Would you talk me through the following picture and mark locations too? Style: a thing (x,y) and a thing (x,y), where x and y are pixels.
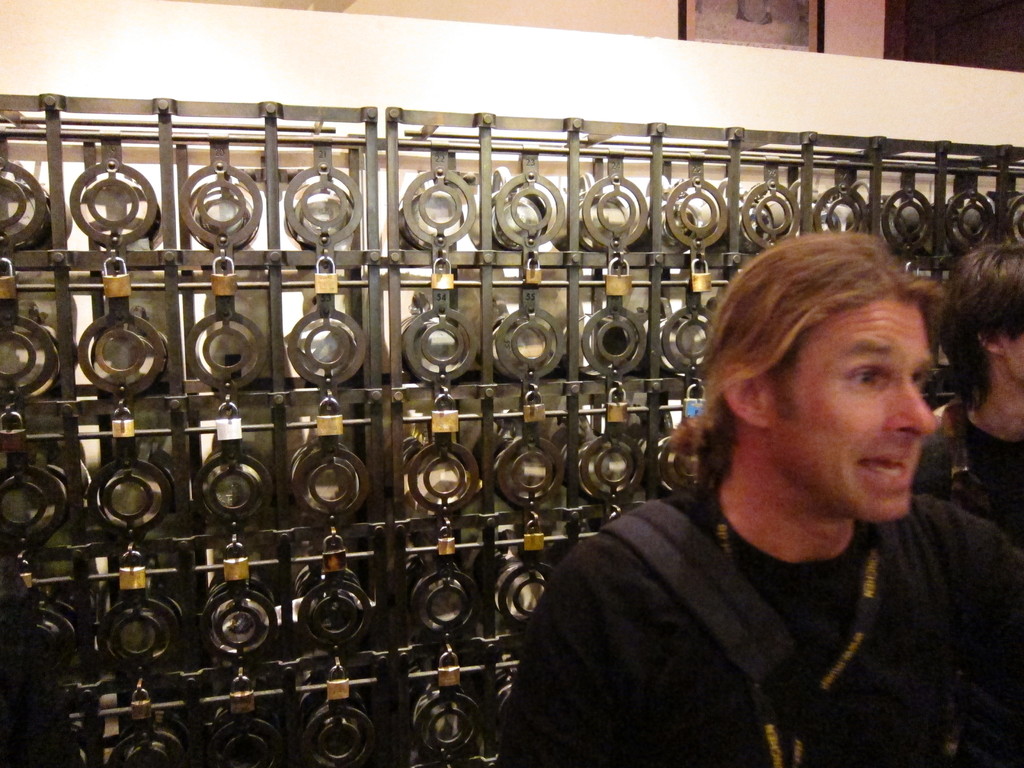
In this image there are two persons (891,494), there is a person (1002,405) truncated towards the right of the image (1004,339), there is an object (421,315) behind the person (988,330), there is an object (144,302) truncated towards the left of the image (73,178), there is a wall (569,62), there is a photo frame (743,20) truncated, there is an object (951,29) truncated towards the right of the image (956,35).
